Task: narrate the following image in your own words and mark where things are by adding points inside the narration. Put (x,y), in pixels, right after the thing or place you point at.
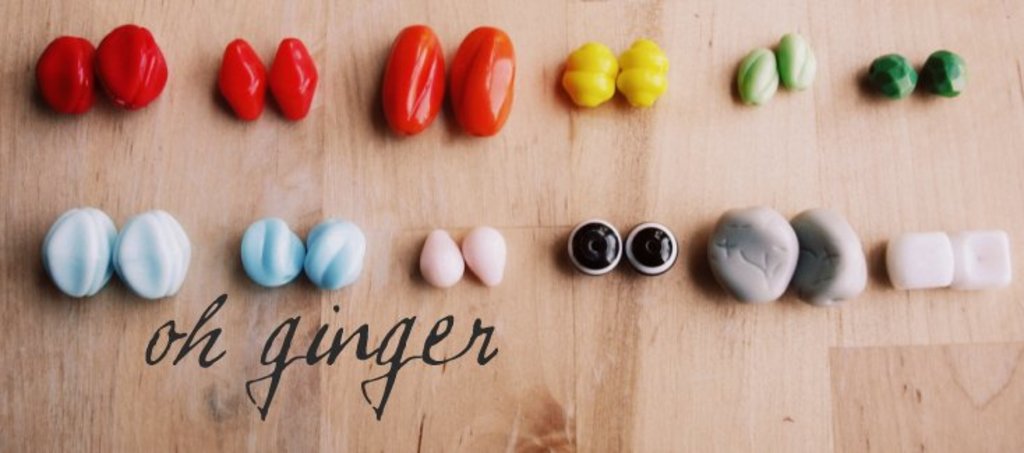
This image consists of colorful stone like things (622,85) which are made up of plastic (88,285) in different colors, are kept on the wooden table (580,342). At the bottom (283,367), there is a text (283,367).
